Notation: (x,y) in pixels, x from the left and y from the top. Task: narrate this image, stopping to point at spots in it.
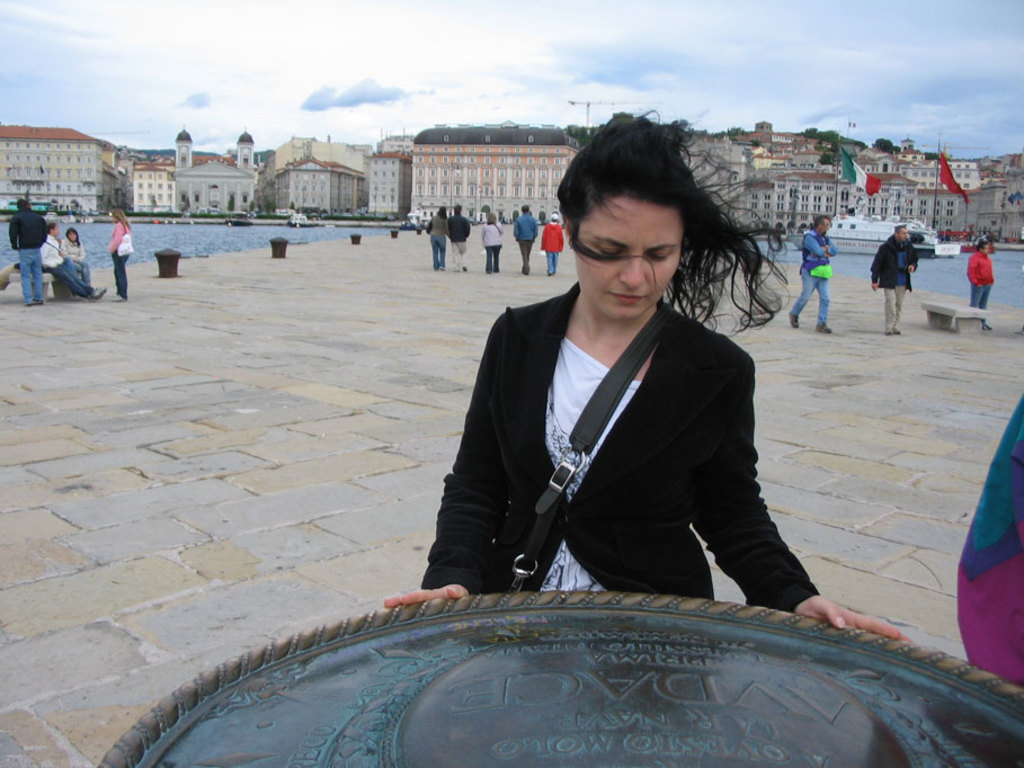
There is a lady (615,473) wearing a bag (564,463) is touching something and on that something is written. In the back (27,267) there are many people (77,244). On the left side (164,269) there are small poles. In the background (222,172) there are building (460,168), flags (860,174), boat (855,219) in the water (851,266) and sky (651,93).
